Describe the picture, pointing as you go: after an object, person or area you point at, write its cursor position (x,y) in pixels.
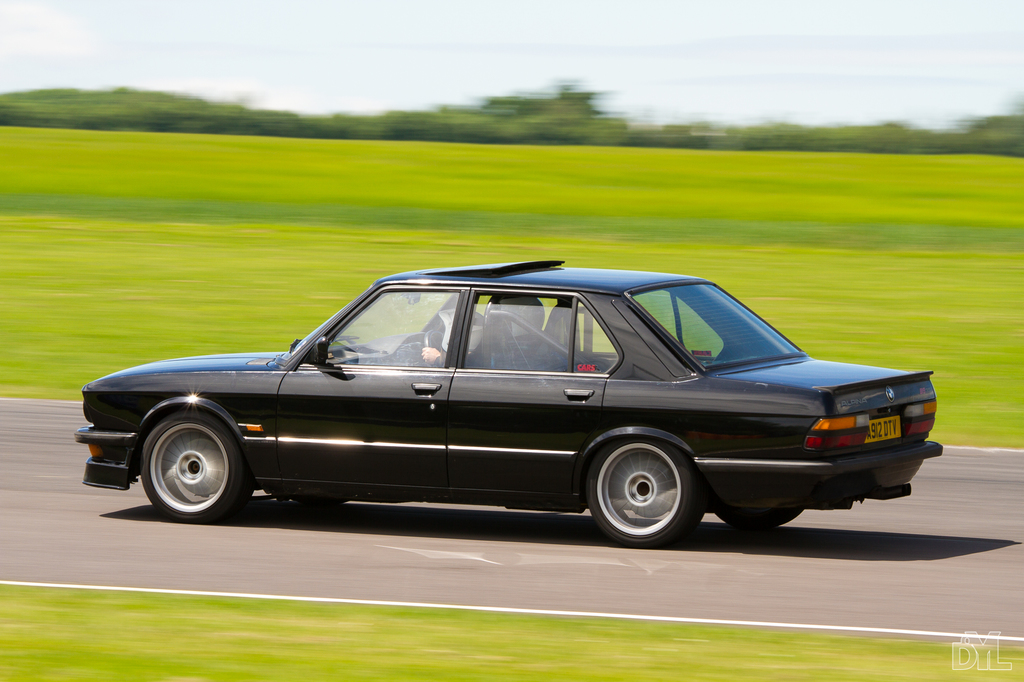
In the image there is a black car (500,487) going on the road (501,610) with grassland (846,225) on either side of it and in the back (778,144) there are trees (522,127) and above its sky (715,36).
